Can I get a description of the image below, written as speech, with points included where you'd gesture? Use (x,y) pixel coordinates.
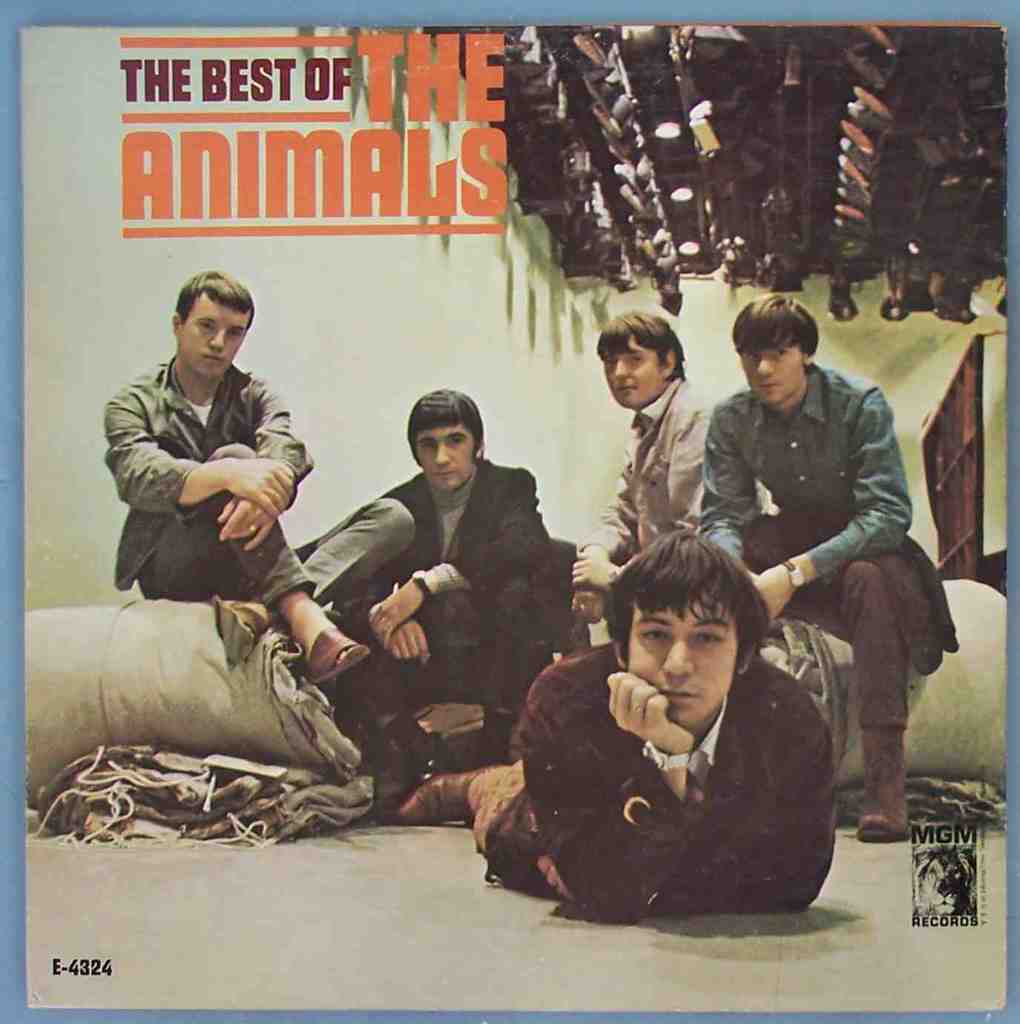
In this image, we can see a poster (368,394) with some images (368,394) and text (323,139).
